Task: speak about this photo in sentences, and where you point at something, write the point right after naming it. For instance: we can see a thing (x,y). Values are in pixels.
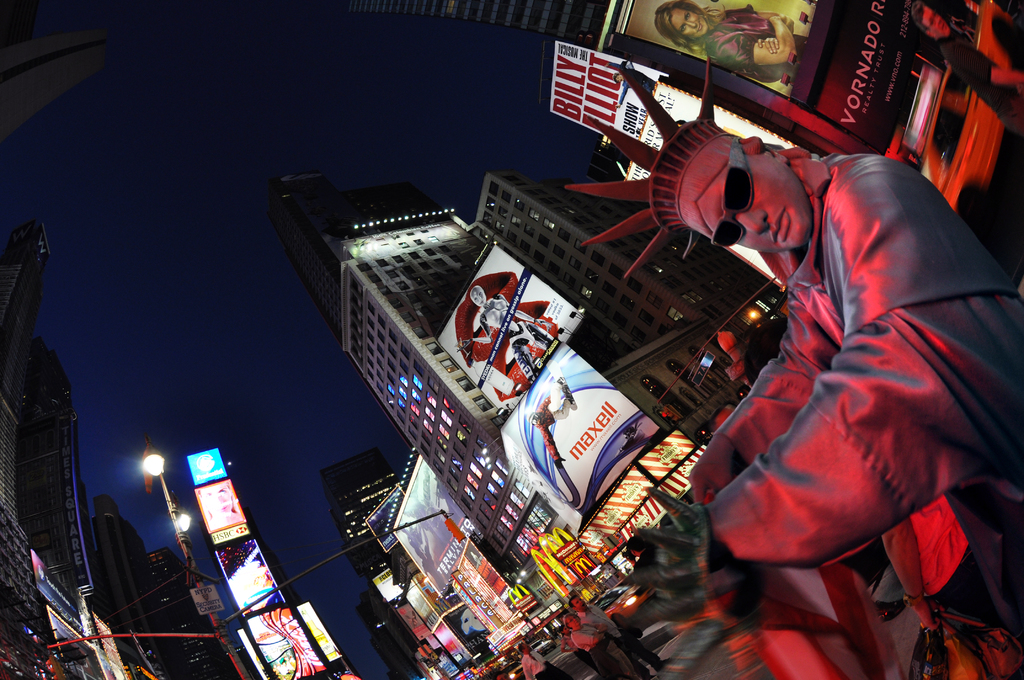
In this picture I can observe some buildings (622,390) and posters (540,436). On the right side (705,195) there is a person (736,486) wearing spectacles (739,144) and a costume (782,413). On the left side (176,521) I can observe lights (154,467) fixed to the pole (195,581). In the background (262,366) there is sky (166,175) which is dark.
